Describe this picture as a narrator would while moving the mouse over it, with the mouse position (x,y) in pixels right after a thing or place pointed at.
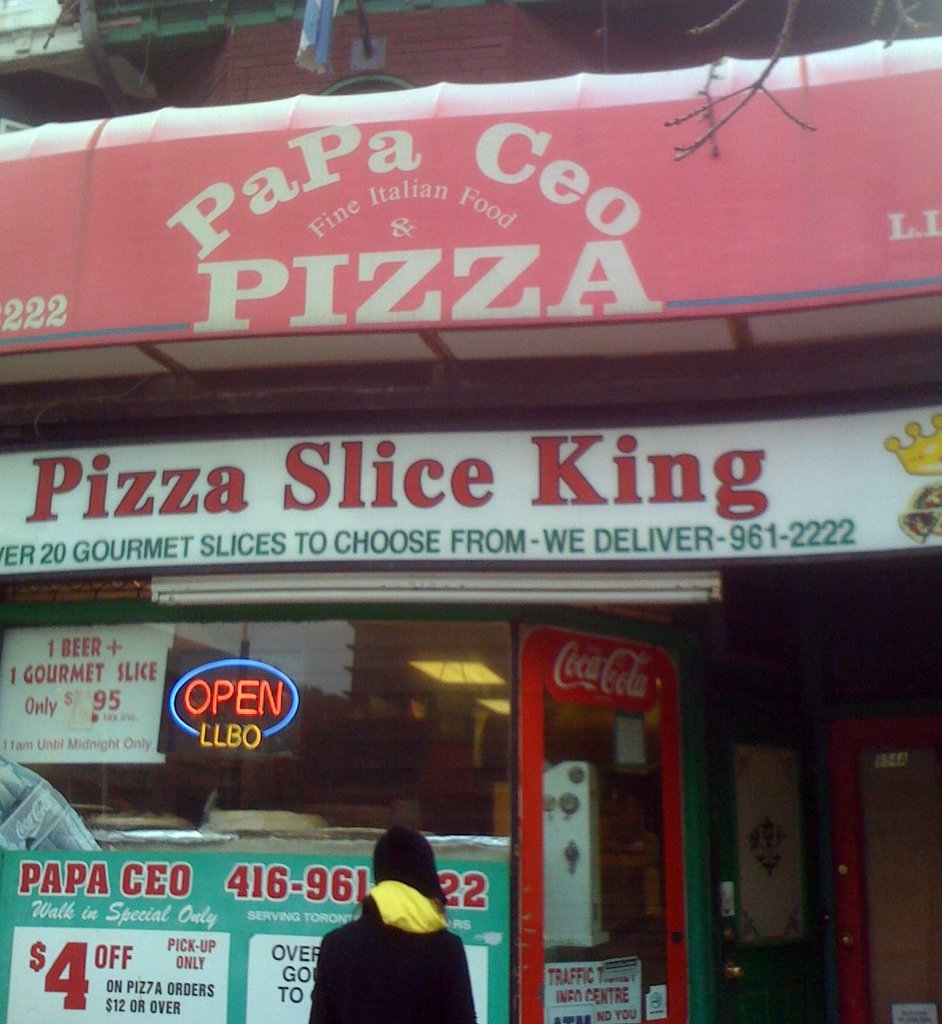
In this image I can see a person (325,964) in the front (369,977) and in the background (262,873) I can see number of boards (58,515). On these boards (226,474) I can see something is written.
